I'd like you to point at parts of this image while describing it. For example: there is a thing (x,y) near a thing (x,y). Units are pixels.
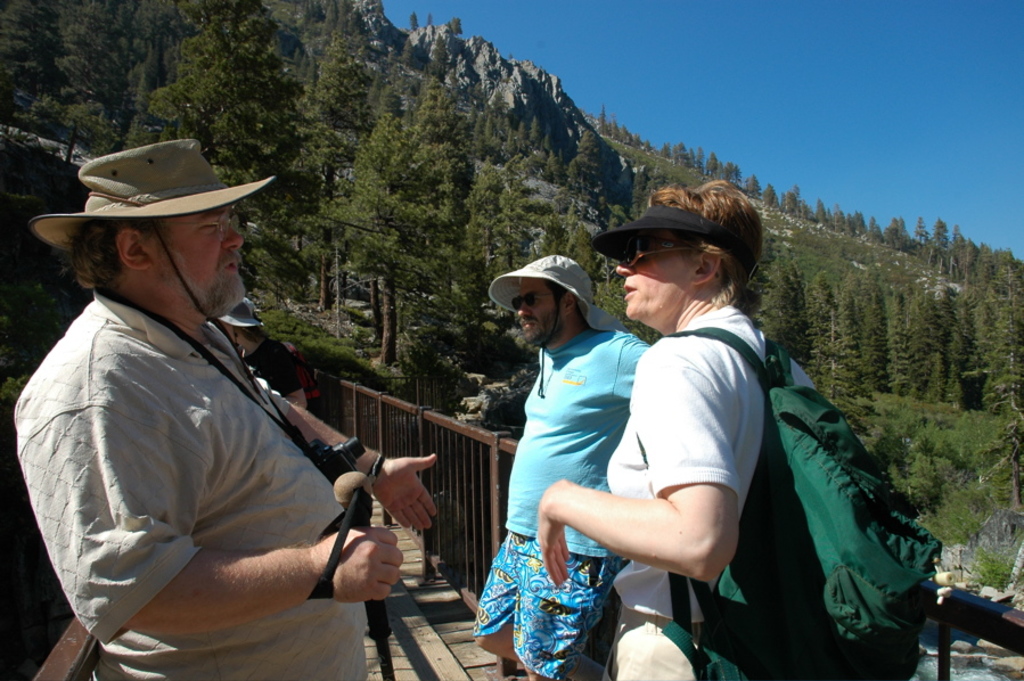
There are three persons (68,223) standing in the foreground of the image (523,518). In the background of the image (437,71) there are trees (445,162). There is a mountain (692,172).
